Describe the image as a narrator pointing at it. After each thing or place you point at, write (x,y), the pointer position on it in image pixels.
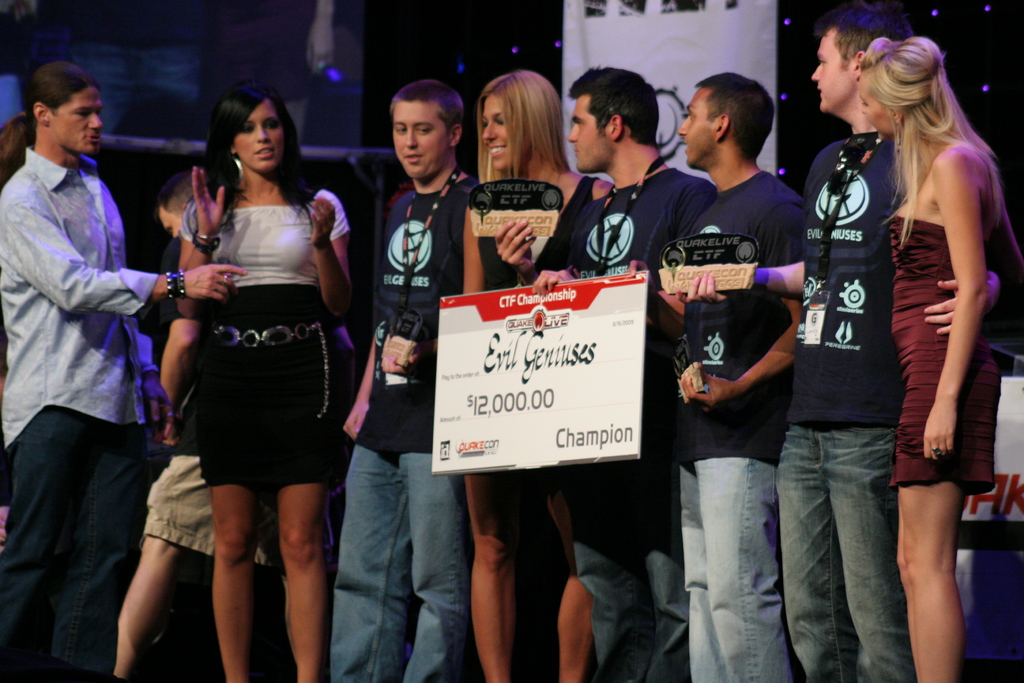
In this image we can see a group of people (648,412) standing on the stage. In that a person (655,425) is holding a check board (440,385). We can also see some people (527,274) holding the awards (668,263).
